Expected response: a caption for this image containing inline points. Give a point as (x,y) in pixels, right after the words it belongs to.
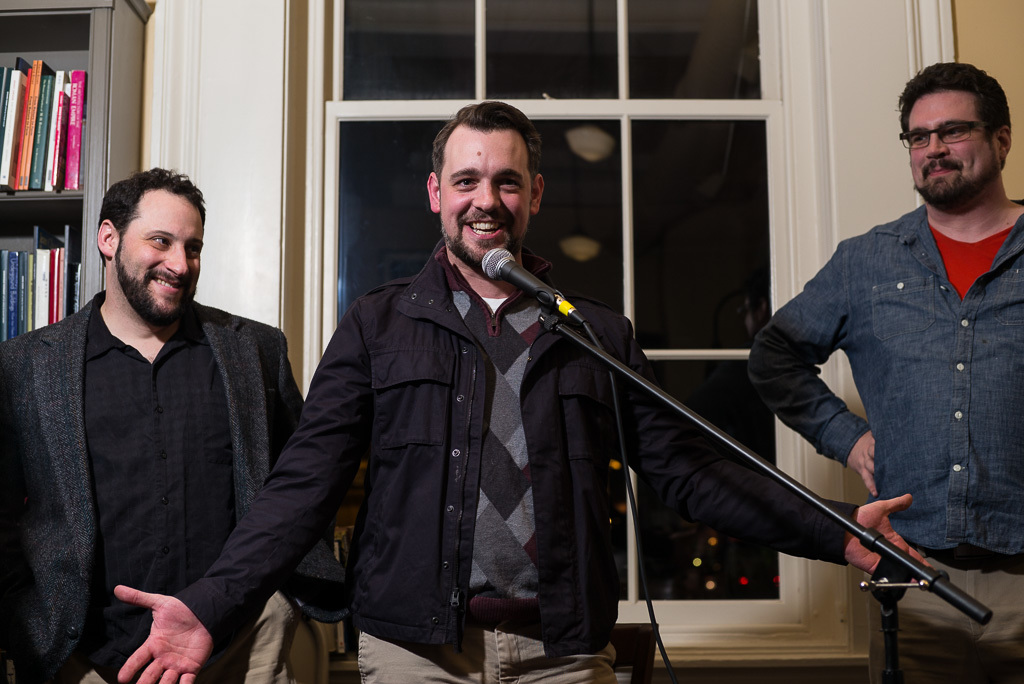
In this image we can see three people (896,376). Person (905,392) on the right (935,166) is wearing specs (956,140). There is a mic (515,281) with mic stand (708,424). In the back (409,20) there is a window (413,53). On the left side (108,94) there is a cupboard (117,100) with books (37,249).
